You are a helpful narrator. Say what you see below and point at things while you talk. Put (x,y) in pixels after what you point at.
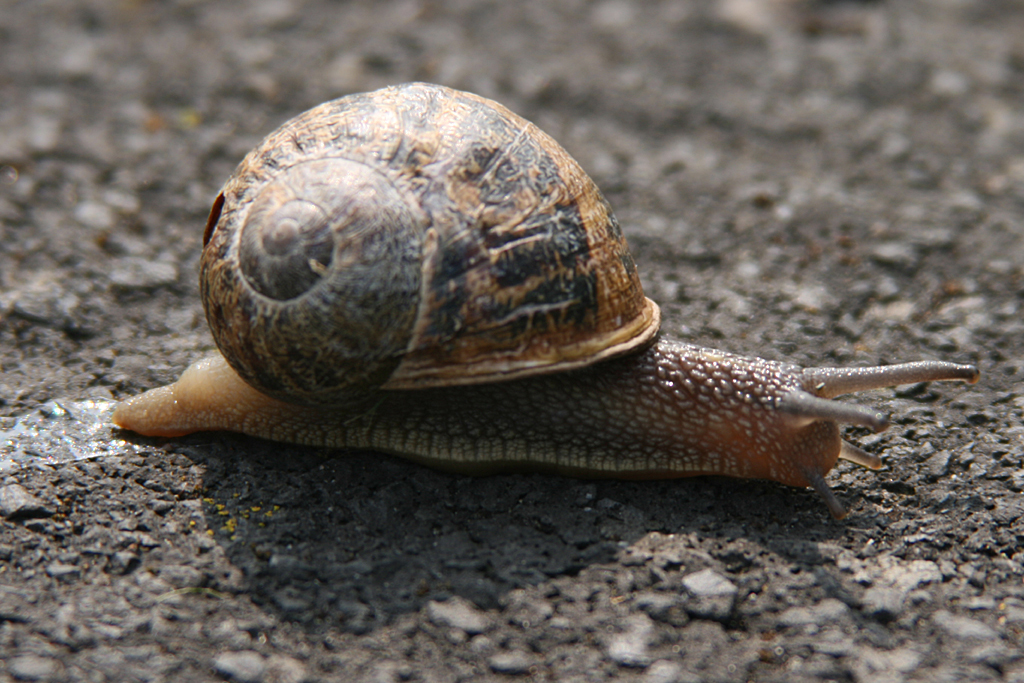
In this picture, we can see a snail (785,432) on the ground (257,106), and we can see the blurred background (975,56).
